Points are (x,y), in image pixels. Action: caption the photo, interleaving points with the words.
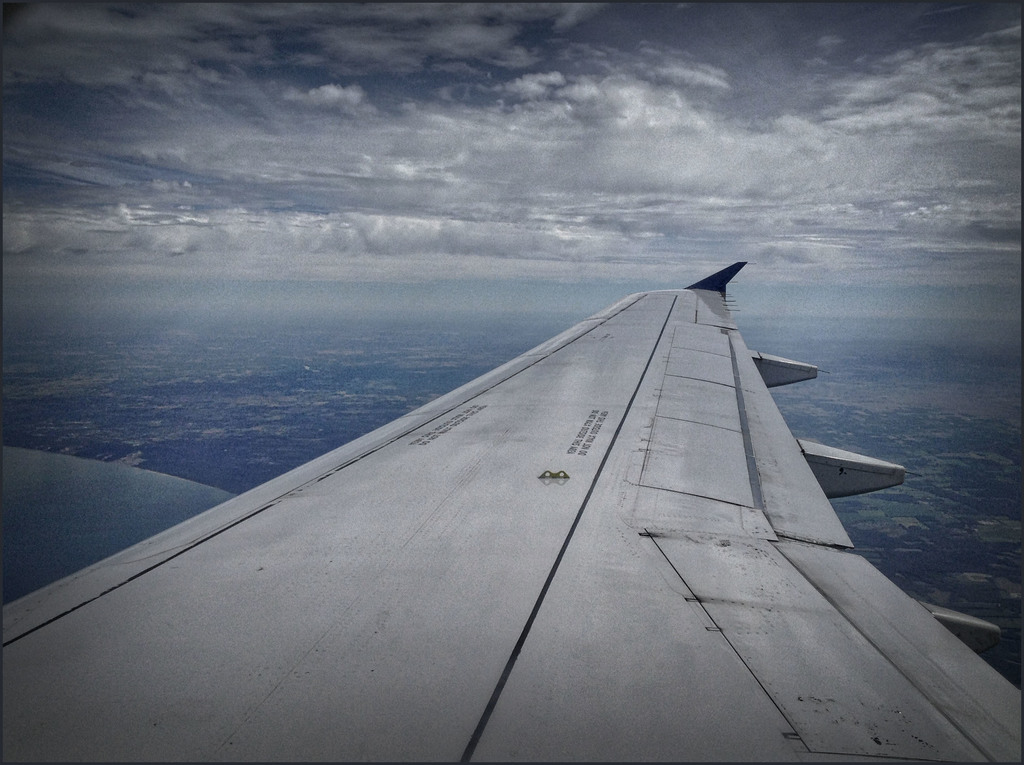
In this image, we can see airplane wing (505,574). Top of the image (532,198), we can see a cloudy sky (516,139).
